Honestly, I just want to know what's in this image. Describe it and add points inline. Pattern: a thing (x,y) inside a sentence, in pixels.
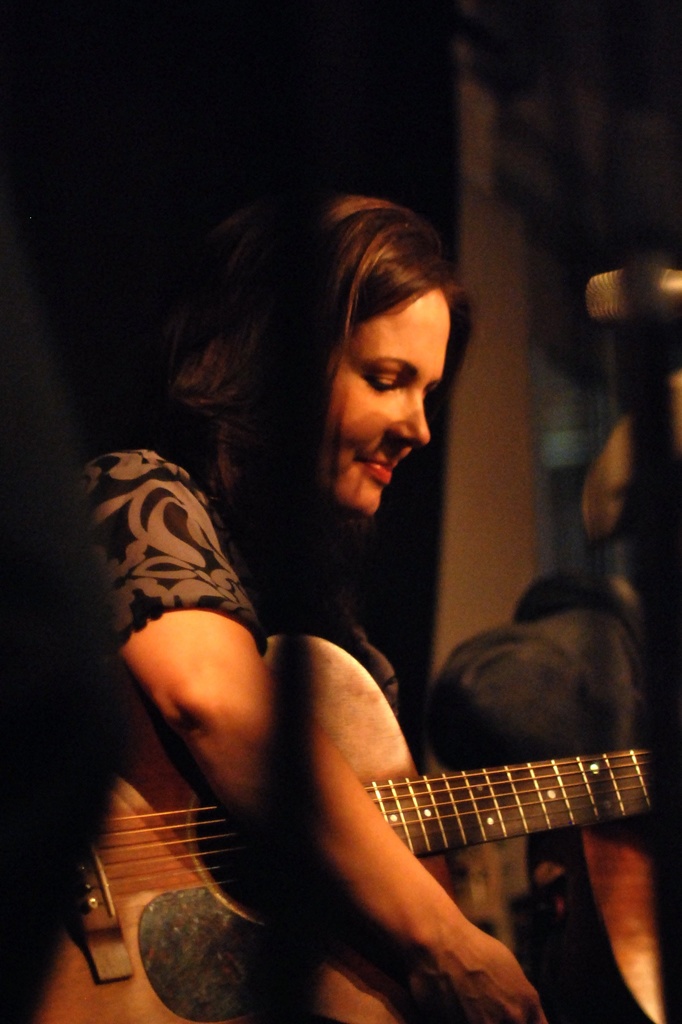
As we can see in the image there is a woman (363,499) holding guitar (322,911).
